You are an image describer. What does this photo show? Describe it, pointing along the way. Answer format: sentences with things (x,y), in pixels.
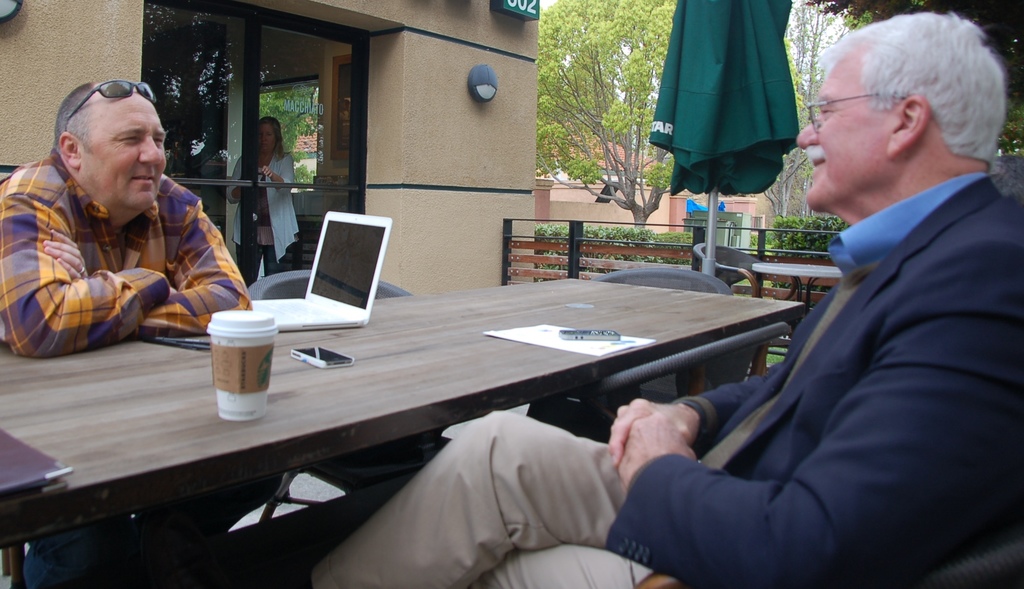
In this picture we can see two persons (850,516) sitting on the chairs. This is the table (479,340). On the table (229,436) there is a cup (222,412), mobile (322,365), laptop (349,315), and paper (616,350). On the background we can see a woman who is standing on the floor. This is the glass (200,48). This is wall (482,41) and there is a tree (645,81). Here we can see some plants (780,244).
